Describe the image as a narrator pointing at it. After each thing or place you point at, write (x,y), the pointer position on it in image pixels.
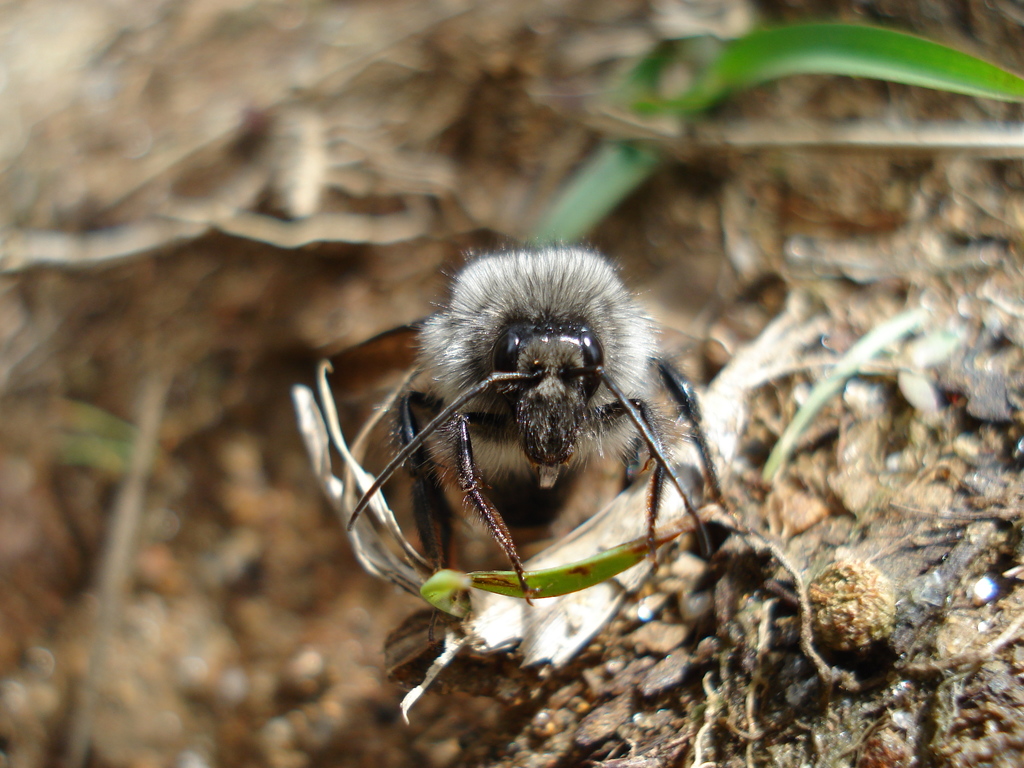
This image consists of an insect (497,375). At the bottom (696,599), there are dried leaves (592,627) on the ground (523,711).
